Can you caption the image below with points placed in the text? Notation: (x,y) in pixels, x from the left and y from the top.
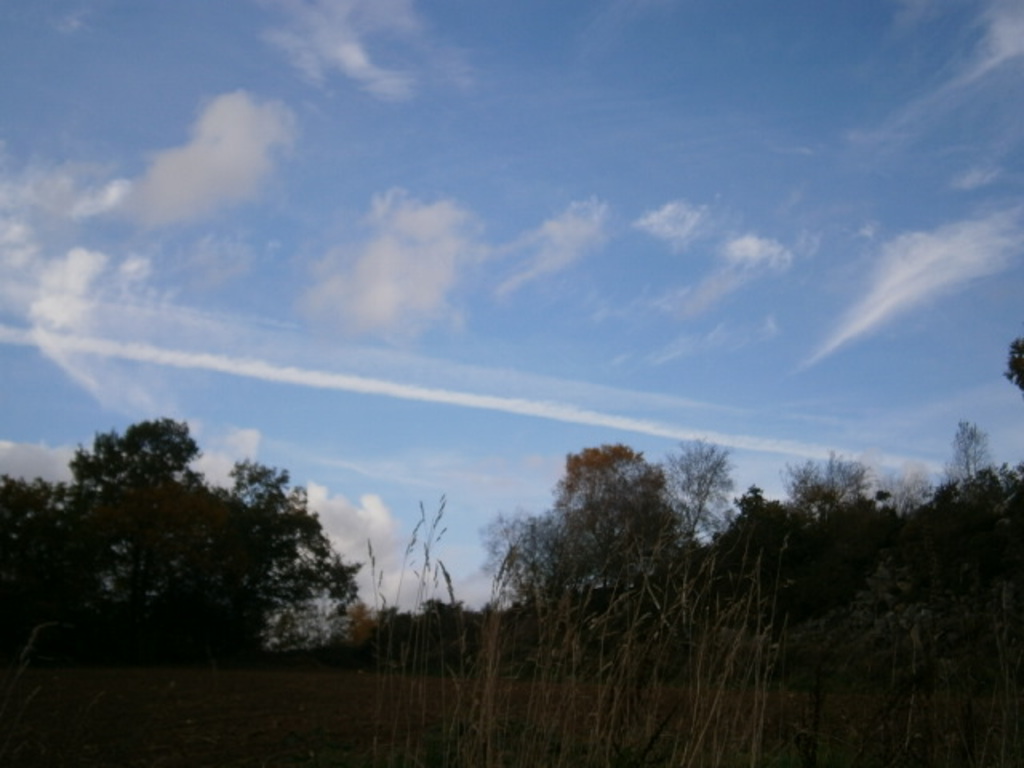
In this picture there are trees (48,593) at the bottom side of the image (586,563) and there is sky (748,210) at the top side of the image (691,119).
